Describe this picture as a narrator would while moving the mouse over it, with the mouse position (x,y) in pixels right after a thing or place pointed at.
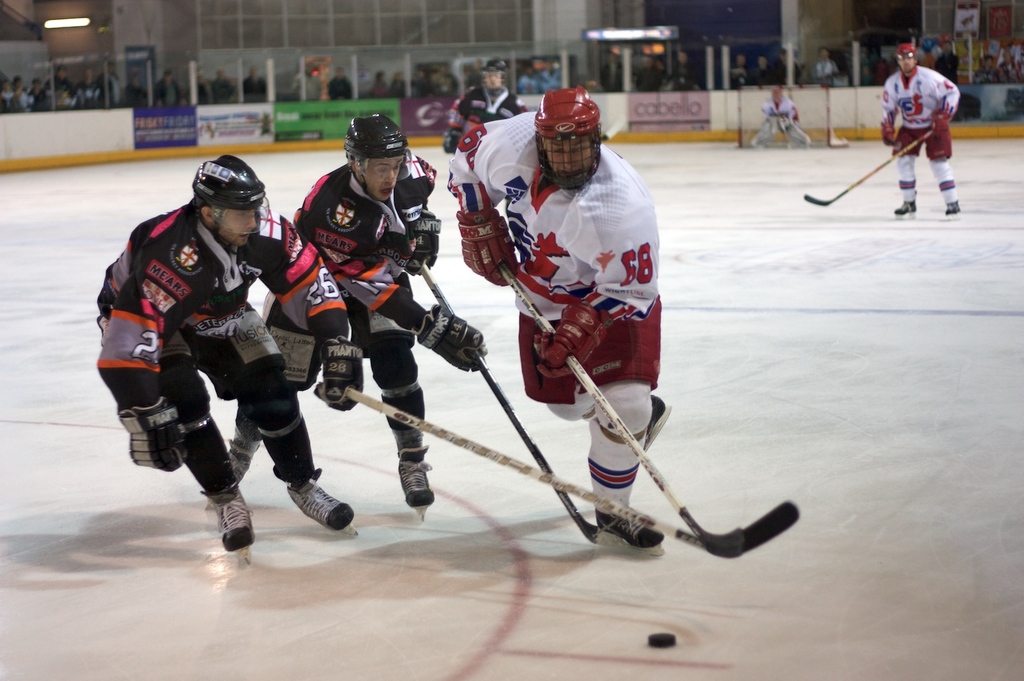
In this image I can see group of people (449,147) playing game and they are holding few hockey sticks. In the background (177,136) I can see few boards (970,99) in multi color, fencing (508,58), lights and few people (616,67) standing.
